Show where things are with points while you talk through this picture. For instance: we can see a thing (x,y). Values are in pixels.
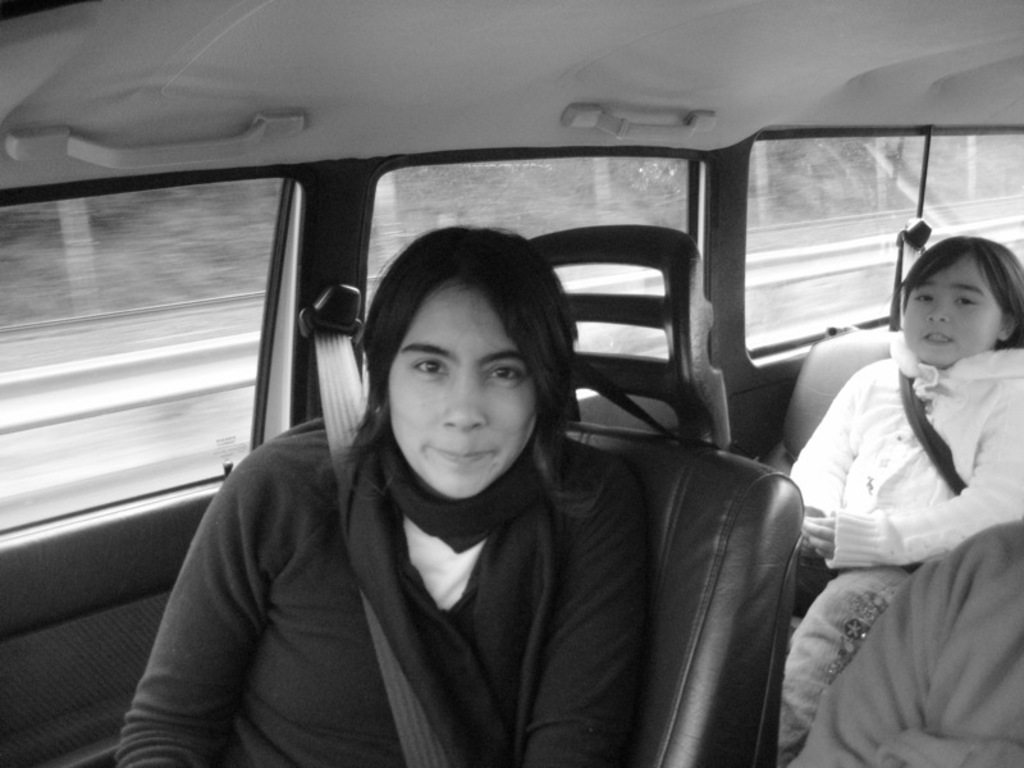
In this picture we can see woman (534,415) sitting on seat (647,454) with seat belt (386,645) and smiling and at back of her we can see a girl (816,480) sitting on seat (795,431) and they both are in some vehicle (736,353).
